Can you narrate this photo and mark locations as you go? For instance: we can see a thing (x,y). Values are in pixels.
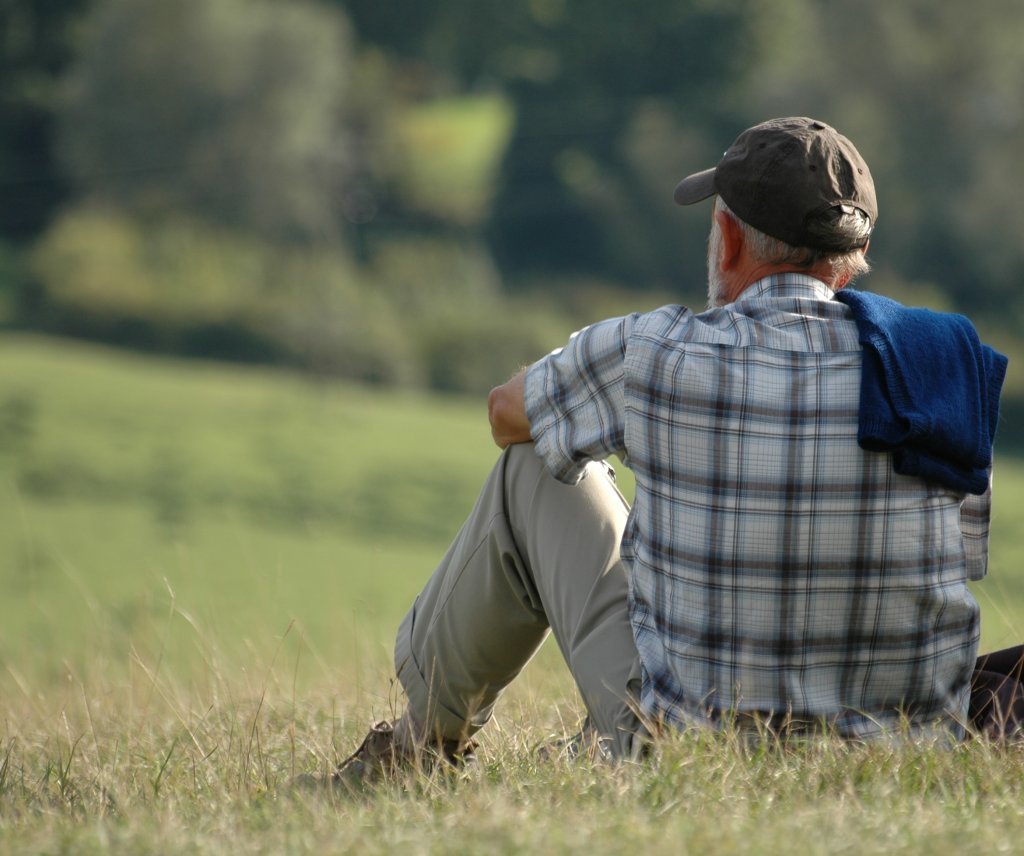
There is one person (666,546) sitting on a grassy land (691,801) as we can see on the right side of this image (691,814). It seems like there are some trees (408,217) in the background (408,217).
